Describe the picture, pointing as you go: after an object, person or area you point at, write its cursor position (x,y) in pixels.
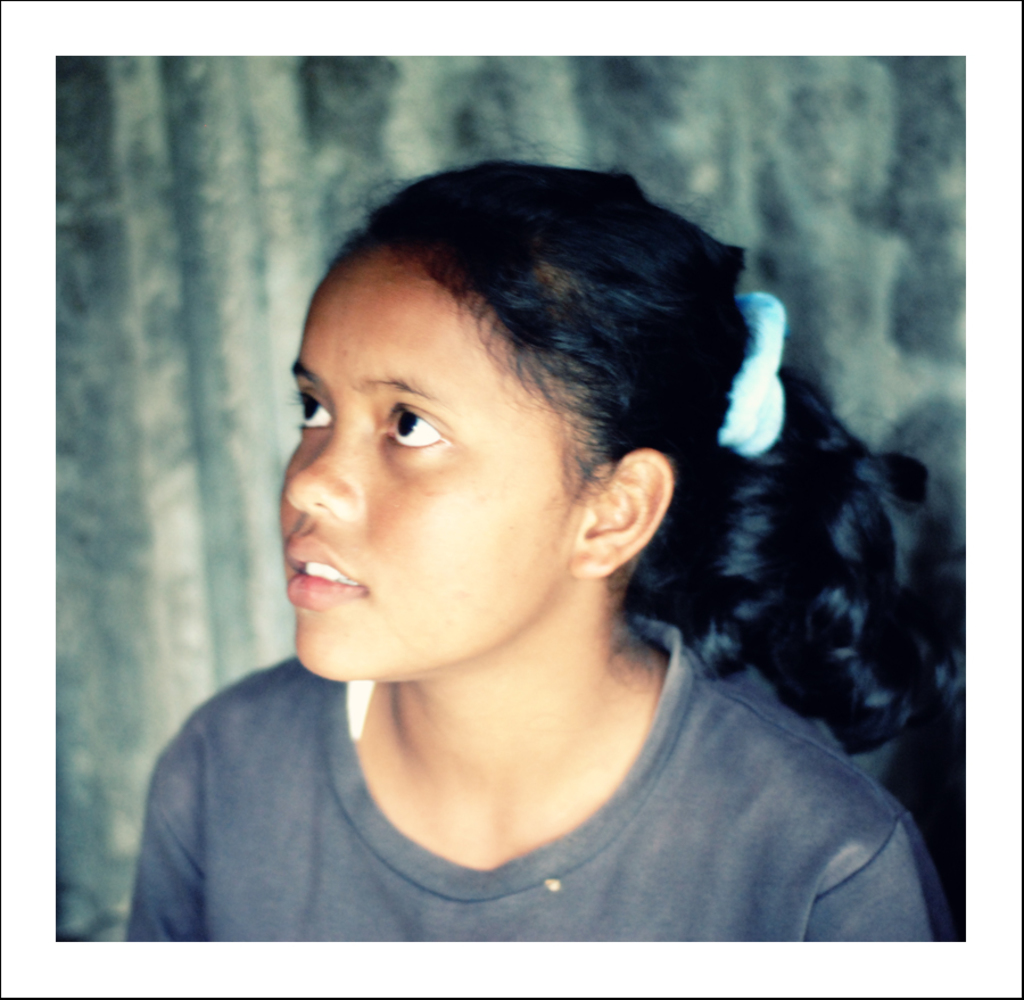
There is a girl (573,667) she is wearing a gray shirt (677,631) and a ponytail (761,567), she is looking to her right side upwards, the background of the girl (517,507) is blur.
